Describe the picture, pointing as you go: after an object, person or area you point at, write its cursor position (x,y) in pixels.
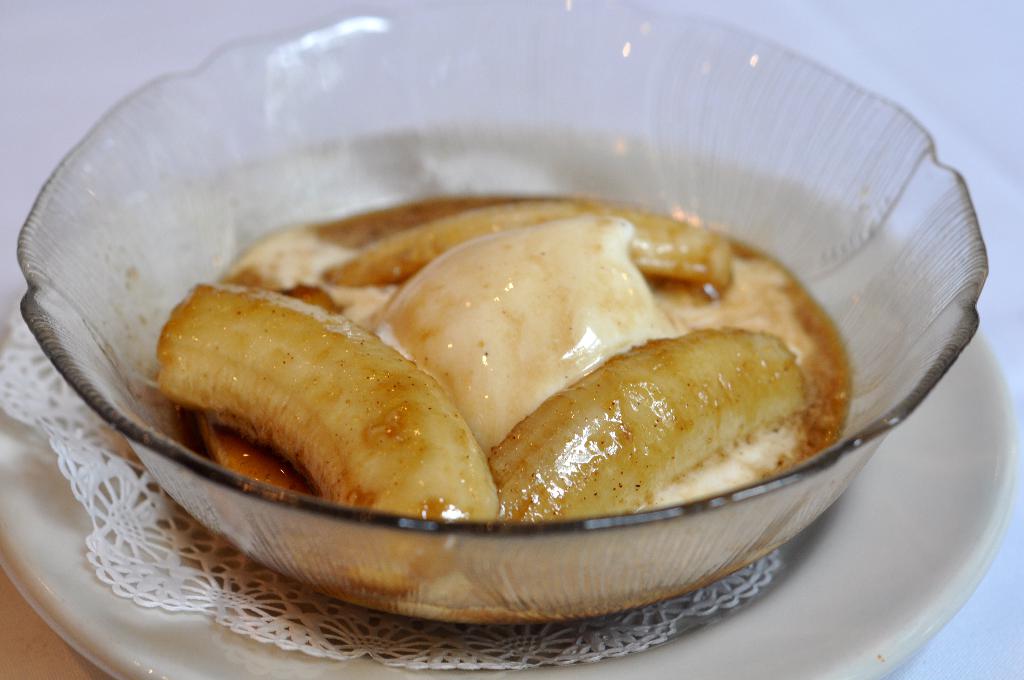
We can see bowl (322,104) with food (559,444) and plate (1006,488) on the surface (939,28). In the background (986,71) it is white.
